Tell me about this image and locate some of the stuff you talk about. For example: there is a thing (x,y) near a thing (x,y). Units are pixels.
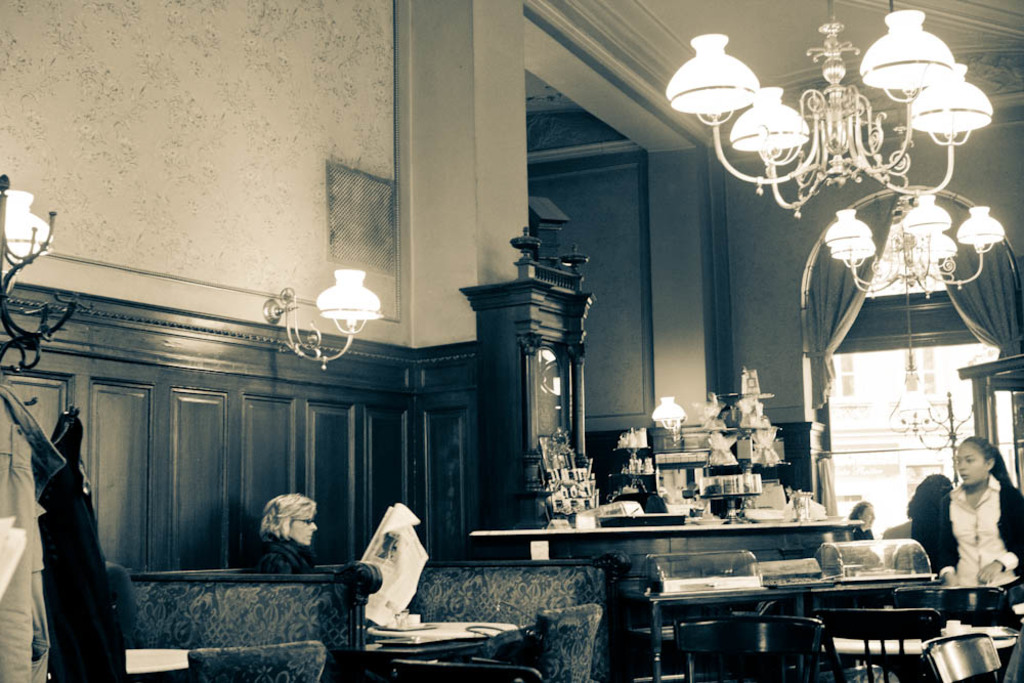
This picture shows a chandelier light (908,66) And two women (919,516) seated on the chairs (952,598) and we see tables (739,594).
